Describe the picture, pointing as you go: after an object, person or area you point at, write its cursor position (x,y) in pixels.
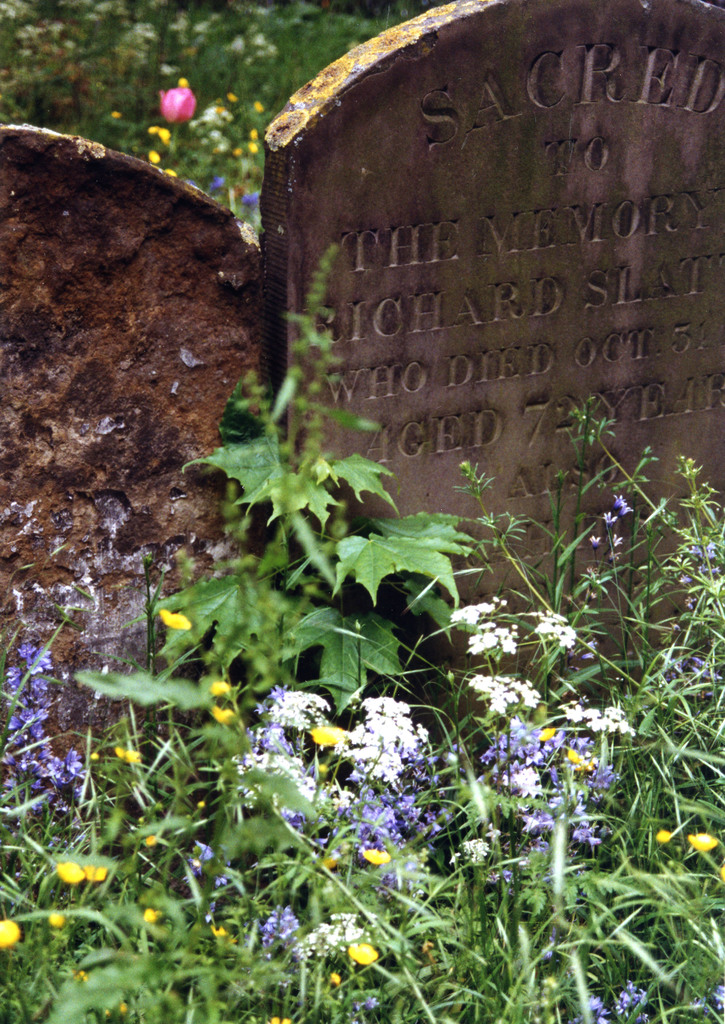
In this image we can see the text (492,93) on the graveyard stones (305,268). We can also see the plants (169,62), grass (445,868) and also flowers (104,879).
